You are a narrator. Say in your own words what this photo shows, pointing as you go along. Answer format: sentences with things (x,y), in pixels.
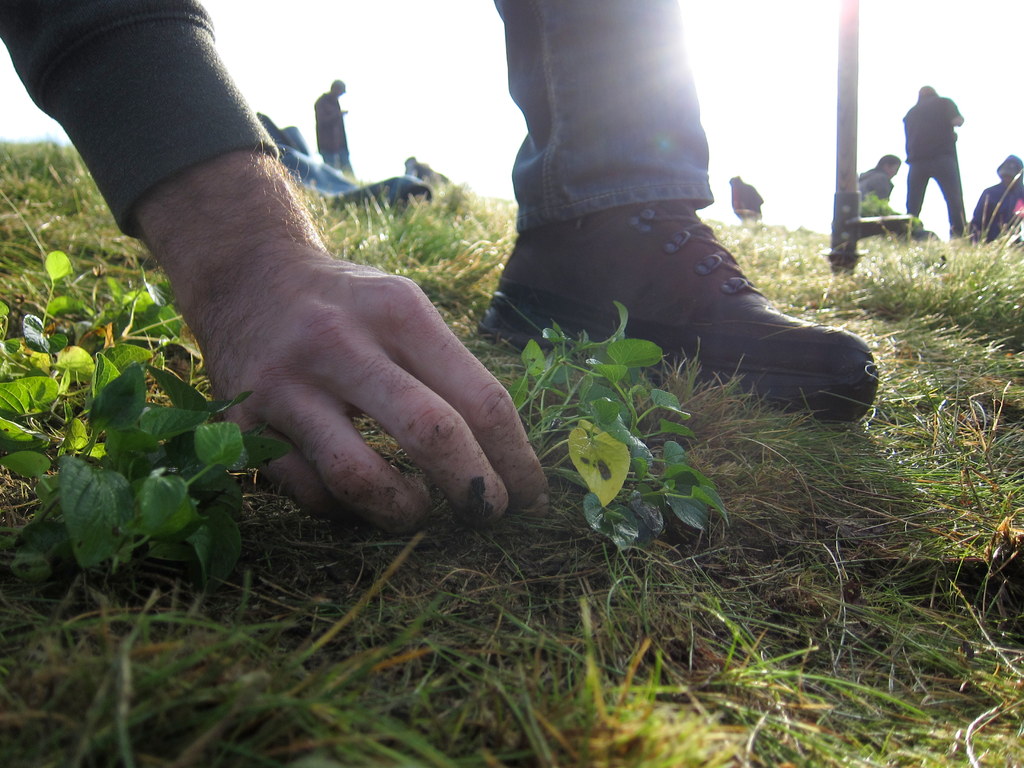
In this image we can see one person (392,370) holding a plant (586,369). And we can see the human hand (423,352) and leg (804,367). And we can see the grass (956,504). And we can see some people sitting and some other standing. And we can see the poles (840,42) and the sky (432,102).
